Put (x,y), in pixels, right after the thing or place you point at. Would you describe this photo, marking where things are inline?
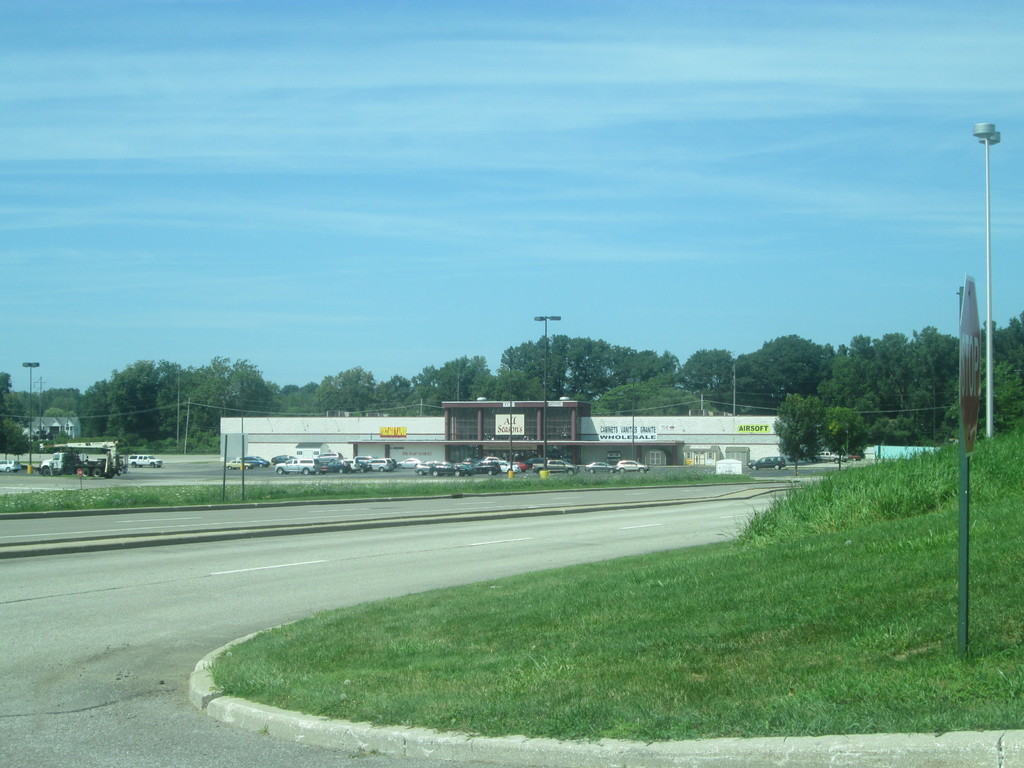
In this picture I can see some vehicles (297,466) side of the road (326,530) near building (469,438) and side I can see some grass (631,642).
